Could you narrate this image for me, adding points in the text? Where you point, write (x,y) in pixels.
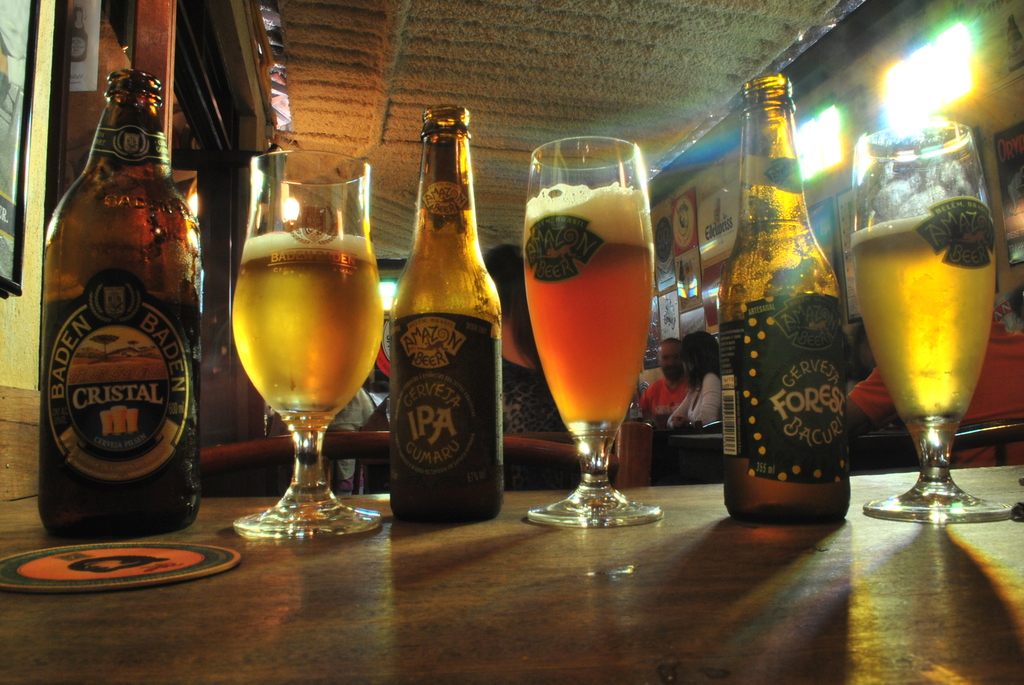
In this picture there are some Bottles (406,369) and some glasses (581,309) with the drinks (282,329) in them placed on the table (617,579). In the Background (698,390) there are some people (693,383) sitting in the chairs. We can observe a some papers (672,283) attached to the wall (697,237) here.
